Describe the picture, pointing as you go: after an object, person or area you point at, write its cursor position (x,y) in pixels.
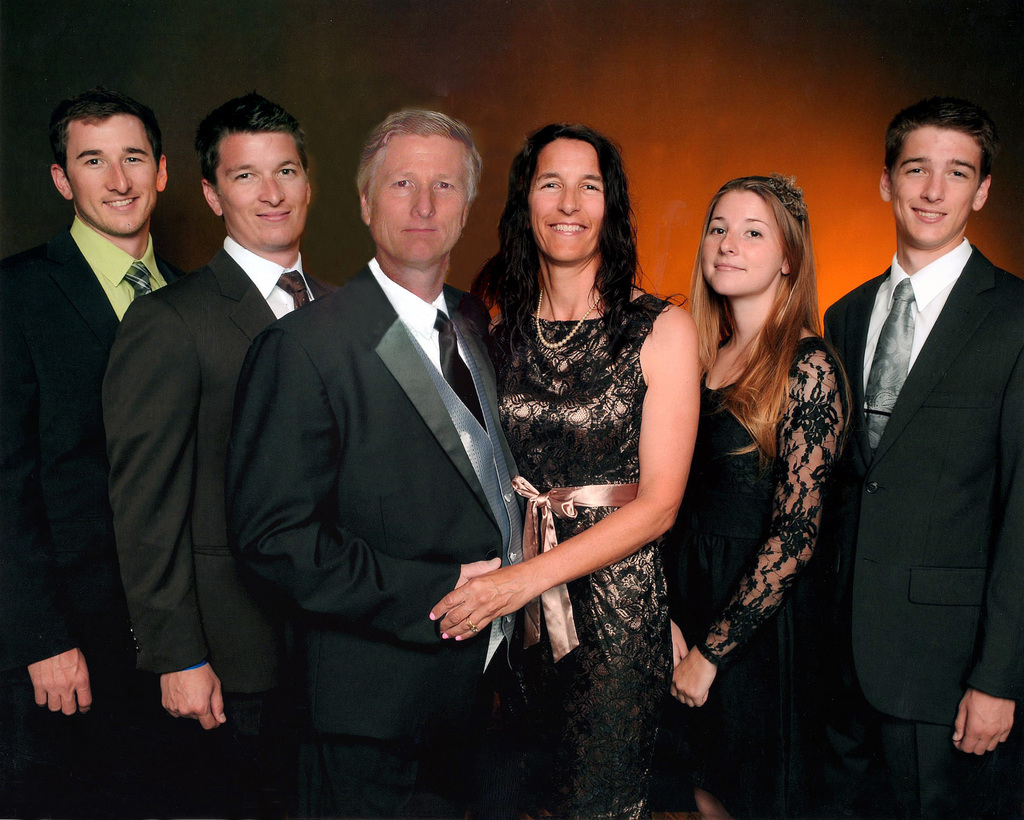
In this image we can see two women (749,476) and four men (443,499) are standing. Men (449,522) are wearing suits (449,522) and women (633,547) are wearing black color dress (739,466). It seems like a wall (686,115) in the background (850,120).
